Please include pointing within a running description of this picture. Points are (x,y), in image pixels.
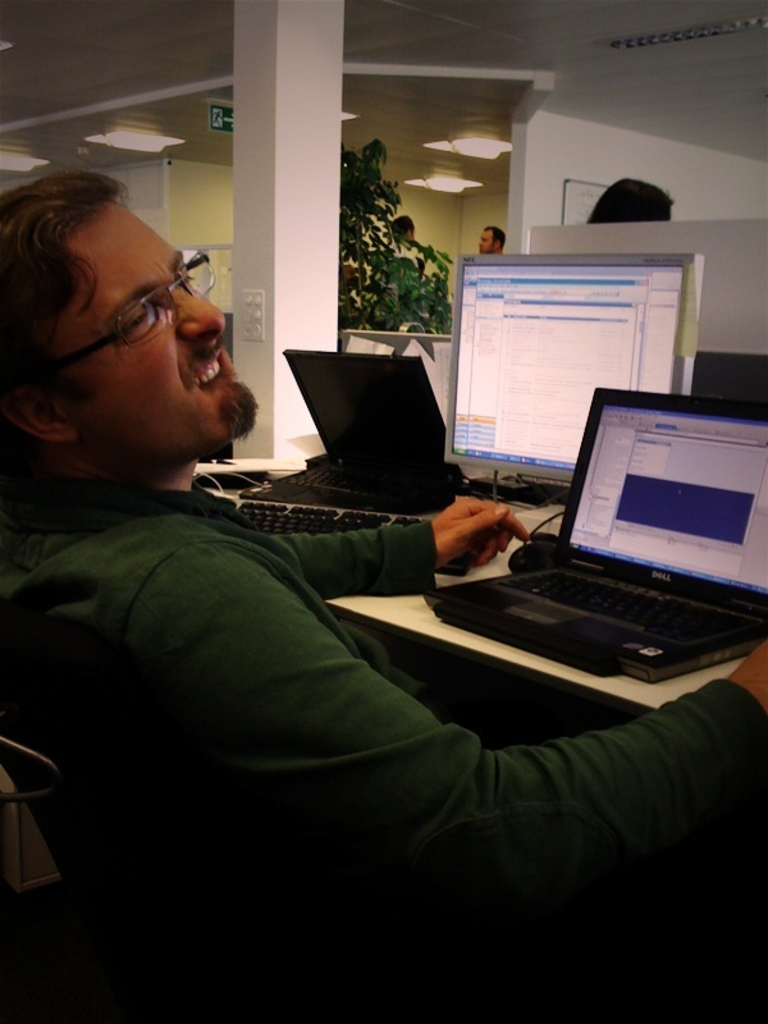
In the image we can see there is a man (67,316) who is sitting on chair (95,715) and in front of him there is a table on which there are two laptops (610,457) and a monitor (601,288) and on the back (362,181) there is a tree (377,204).
